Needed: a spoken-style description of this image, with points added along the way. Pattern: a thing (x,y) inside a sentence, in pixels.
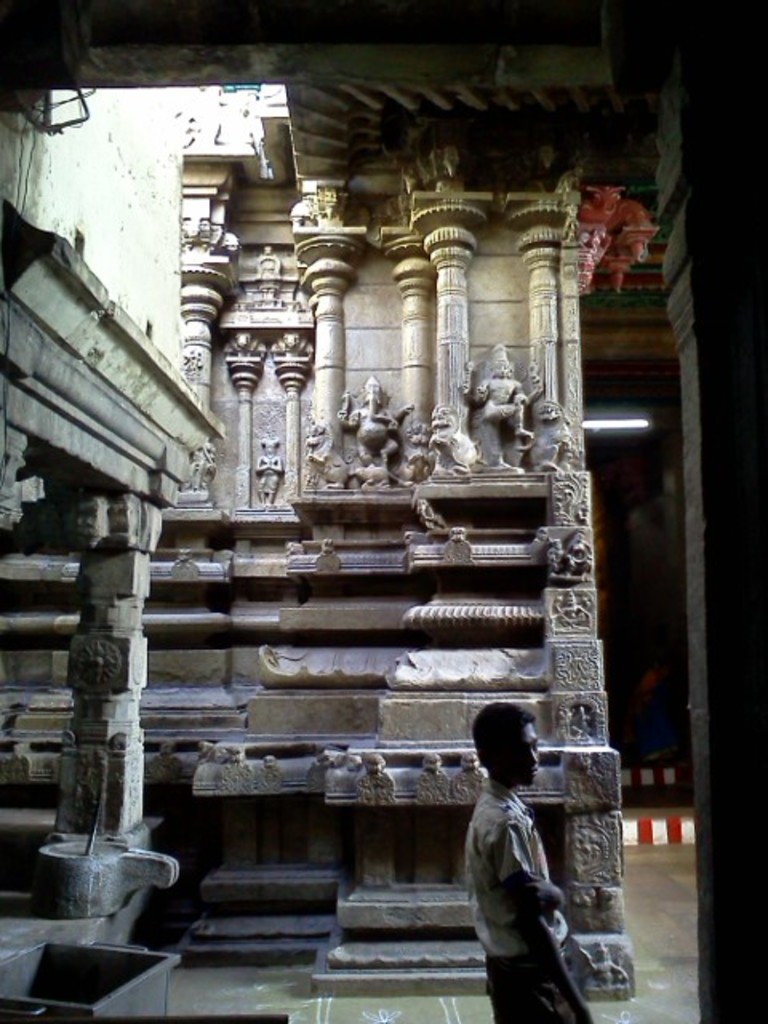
In this picture I can see stone carving (244,566) on the pillars (108,501) and walls (434,560), looks like a temple (535,338) and I can see a man (559,1023) standing and a metal box (127,949) on the left side (40,972).
